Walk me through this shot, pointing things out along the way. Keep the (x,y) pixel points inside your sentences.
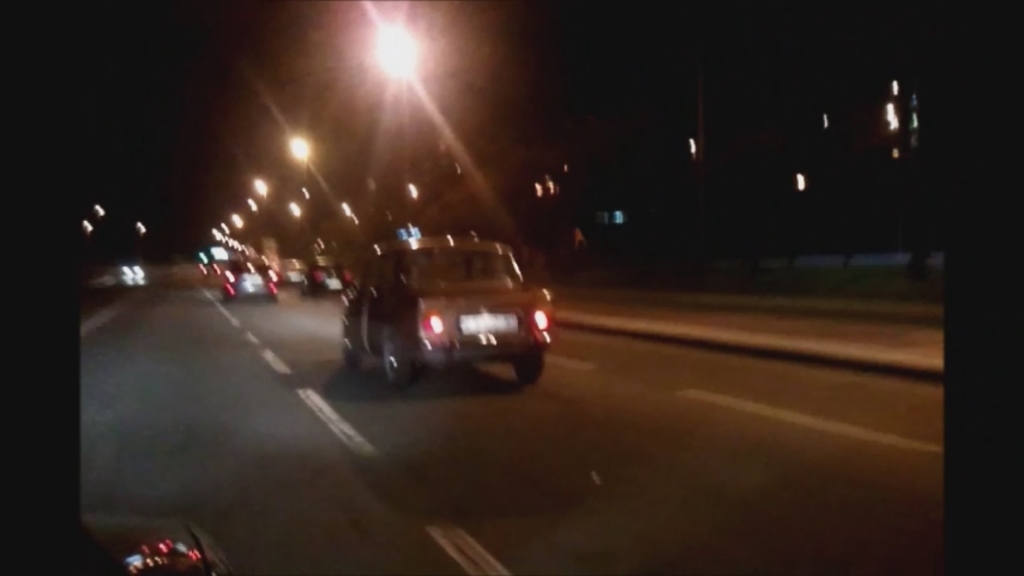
In the center of the image (381,293) we can see a few vehicles (344,336) on the road (326,383). At the bottom left side of the image (140,570), we can see some object (135,556). In the background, we can see lights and a few other objects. And we can see the black colored border (982,574) on the right (958,234) and left side of the image (35,303).
